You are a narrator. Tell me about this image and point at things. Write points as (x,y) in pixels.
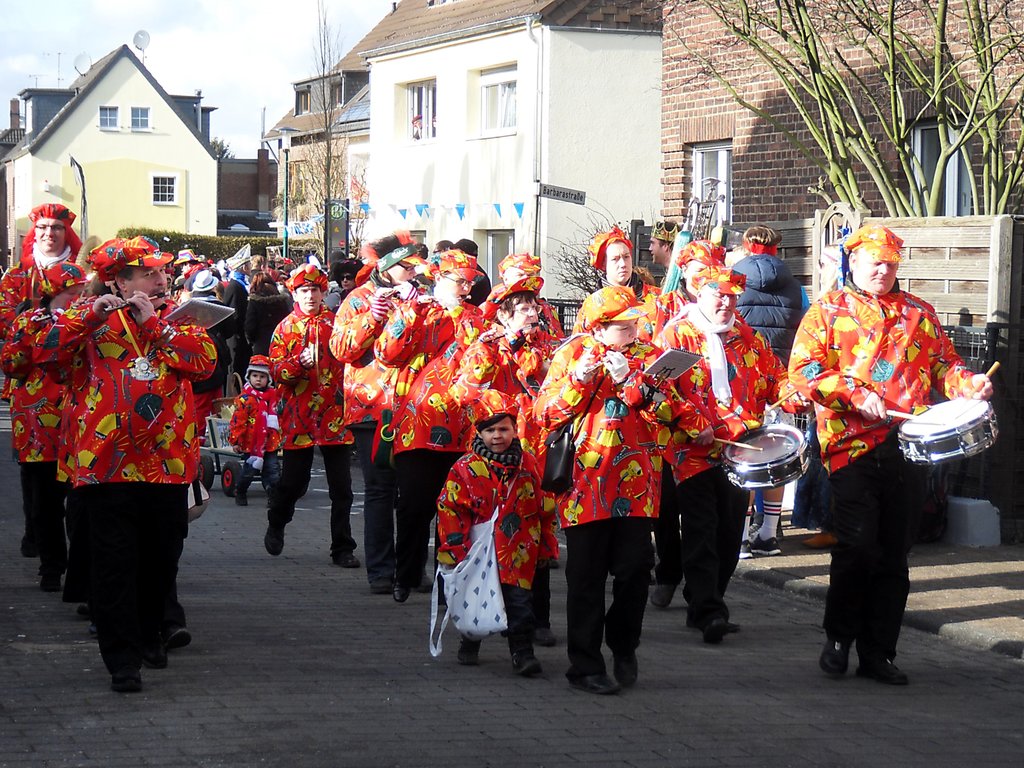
In the picture we can see a road (524,755) on it, we can see some people (95,423) are in a costume (43,375), they are playing musical instruments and walking and behind them, we can see a building (441,57) with windows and near it we can see the poles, plants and in the background (229,82) we can see a sky (255,83) with clouds (273,50).
